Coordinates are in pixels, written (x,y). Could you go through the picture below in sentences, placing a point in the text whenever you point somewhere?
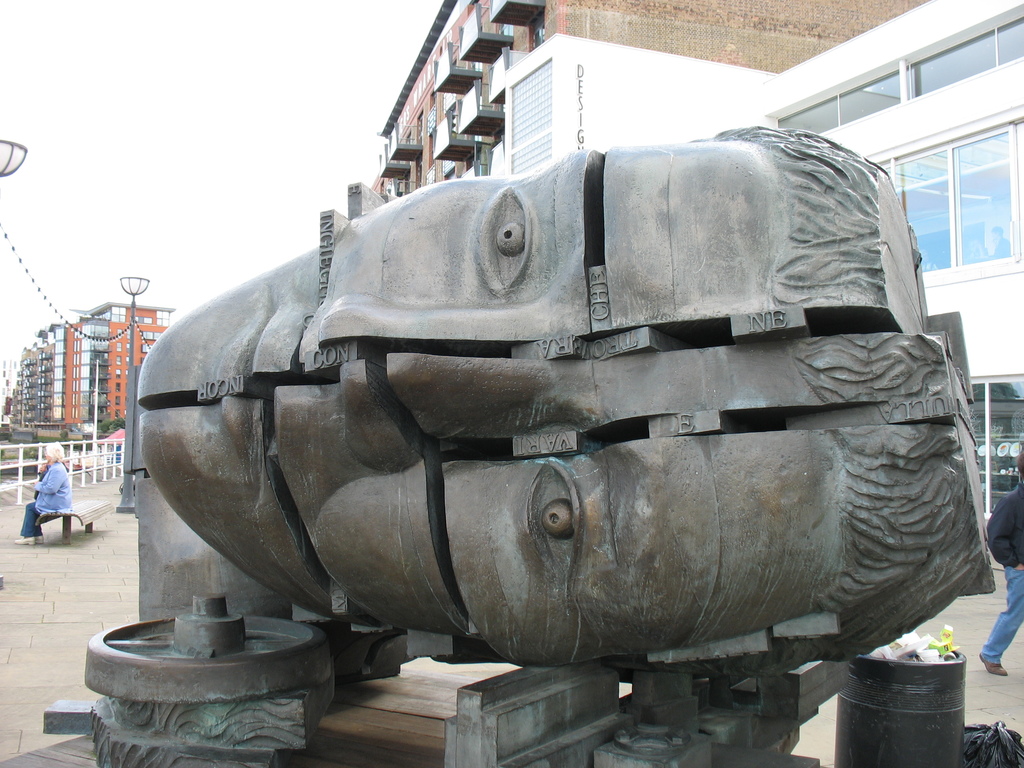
In the center of the image (560,362), we can see a sculpture (557,560) and in the background (128,333), there are buildings (65,351). On the right (1009,588), there is a person (1012,599) and we can see a bin (937,741) and a bag (1009,756) and on the left (68,486), there is a lady (54,488) sitting on the bench (69,523) and we can see some poles (133,365), lights (30,276). At the bottom (69,594), there is road (72,601).
